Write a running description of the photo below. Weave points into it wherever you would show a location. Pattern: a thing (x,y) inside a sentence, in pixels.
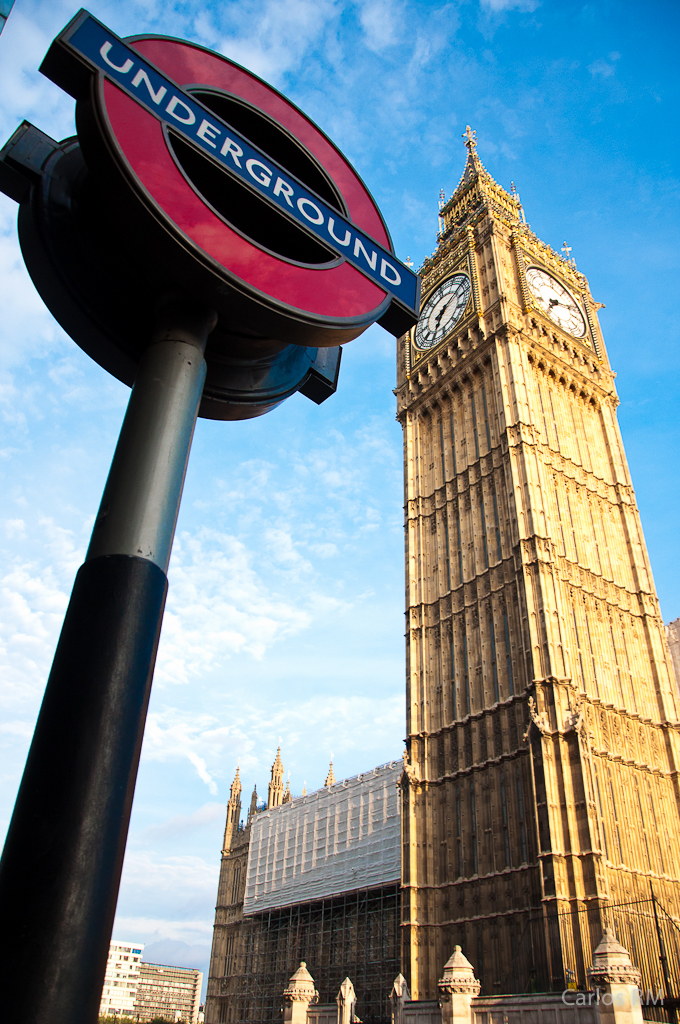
On the left side of the image (115,782) we can see a pole (115,782) with boards (121,195). On one of the boards (181,195), we can see some text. In the background (378,90), we can see the sky (286,27), clouds (284,13), buildings (227,942), pillars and a clock tower (515,655). At the bottom right side of the image (644,1006), there is a watermark (597,1006).
